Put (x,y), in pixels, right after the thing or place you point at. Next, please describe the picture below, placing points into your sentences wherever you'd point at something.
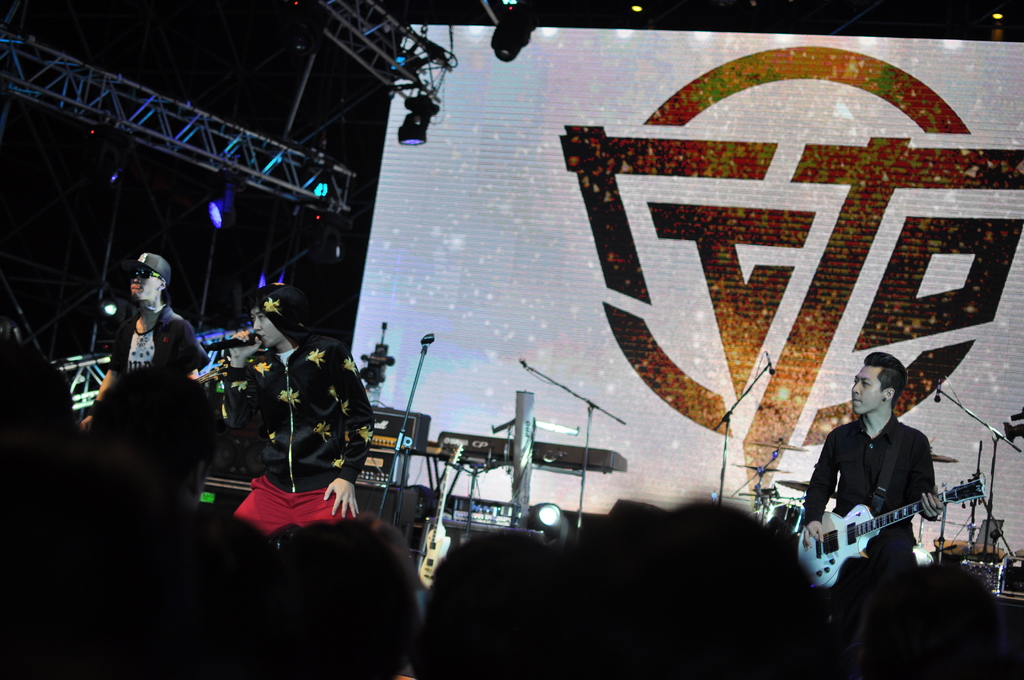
In this image, we can see few people (325,419). Here a person (329,379) is holding a microphone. On the right side (867,458) person (867,461) is playing a guitar (845,532). At the bottom of the image (603,613), we can see a group of people heads (463,643). Background (625,175) we can see banner (637,322), lights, rods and few instruments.
